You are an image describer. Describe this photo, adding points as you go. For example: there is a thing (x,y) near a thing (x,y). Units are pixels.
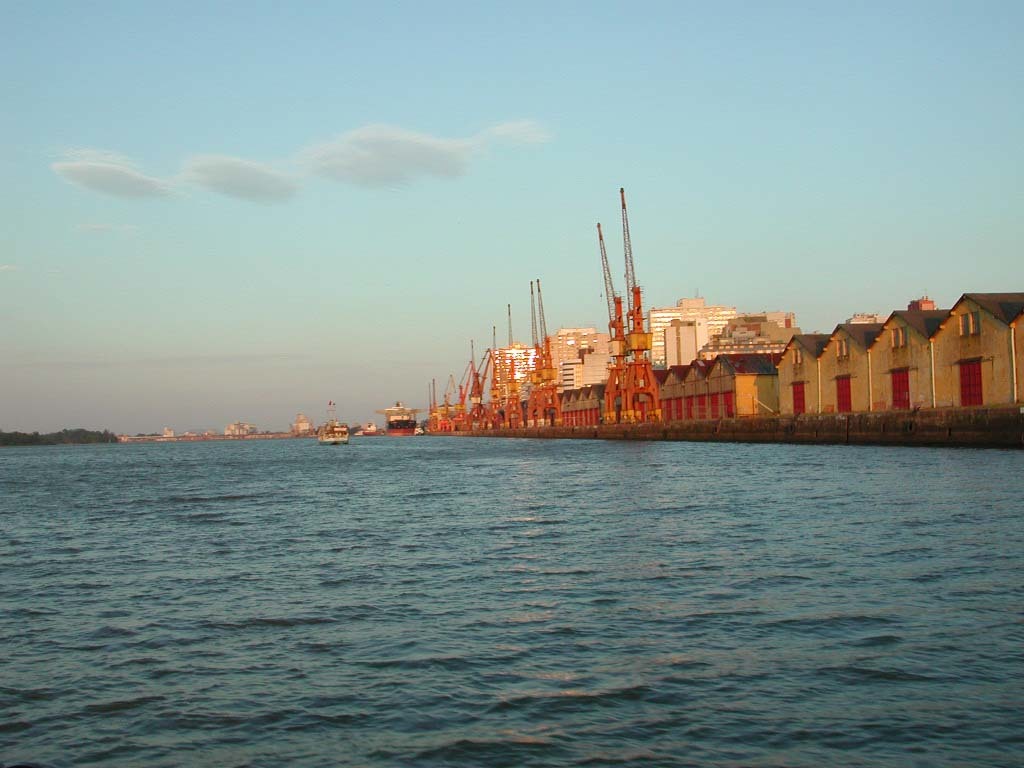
In this image, we can see the sea (575,536). Here we can see few houses (707,397), buildings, towers (497,407), trees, boat (400,429). Background (111,335) there is a sky (515,276).
